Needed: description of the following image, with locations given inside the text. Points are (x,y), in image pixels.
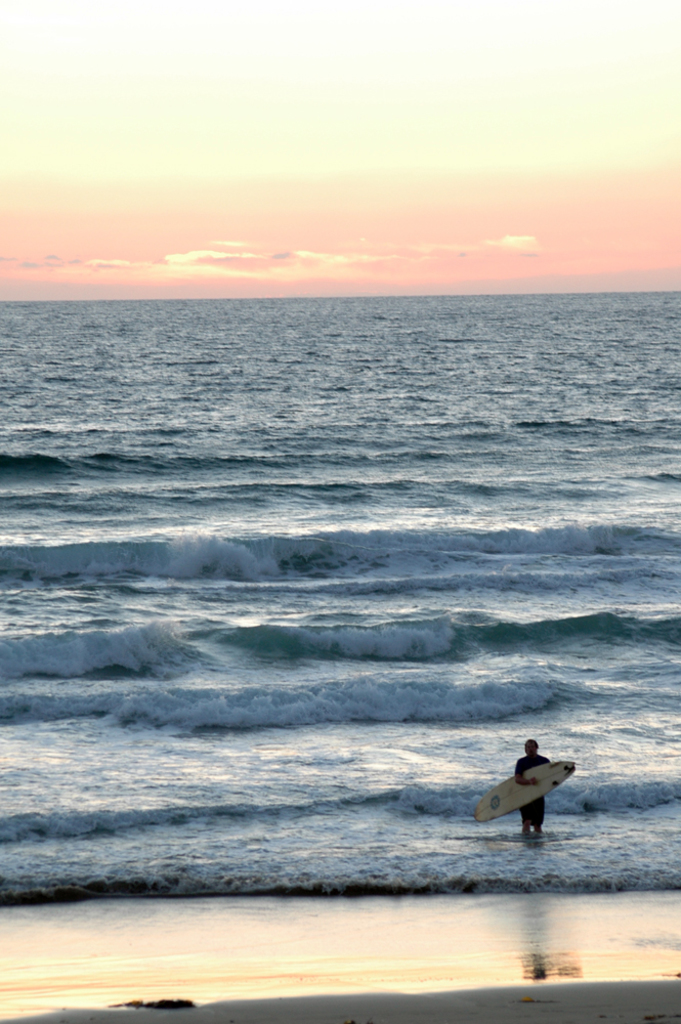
In this image there is a Sea (350,635) in the middle of this image (376,555). There is one person (518,775) standing and holding a surfing board (557,774) in the bottom of this image (488,802). There is a sky (249,50) on the top of this image (280,163).
